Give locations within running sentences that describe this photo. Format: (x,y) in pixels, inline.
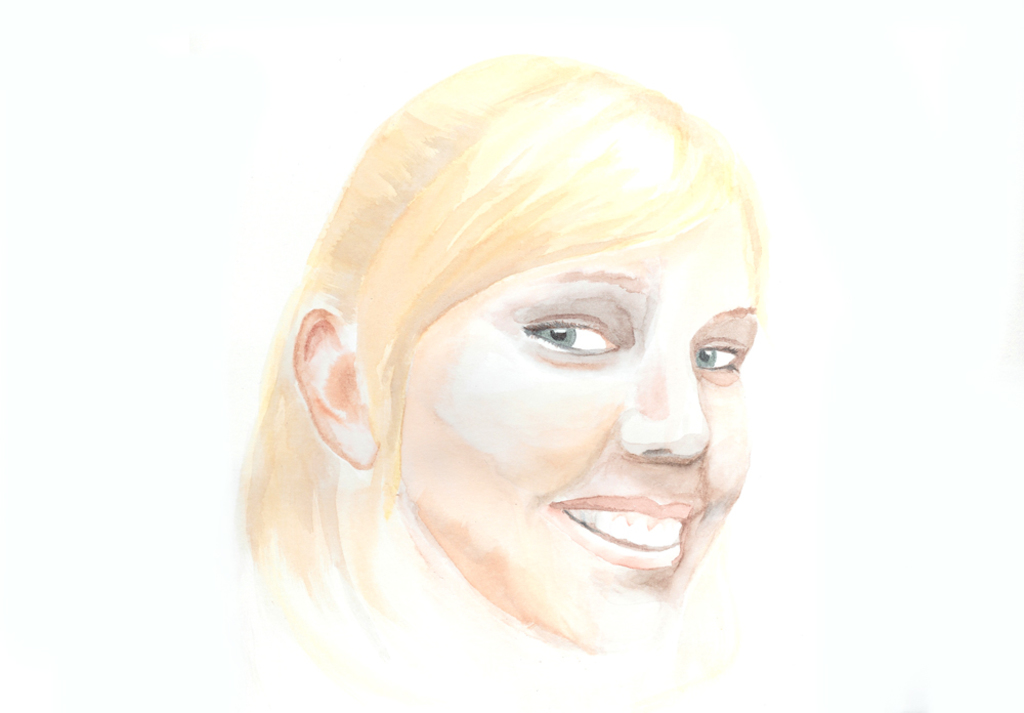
In the picture there is a painting (331,348) of a woman (672,512) and she is smiling.
